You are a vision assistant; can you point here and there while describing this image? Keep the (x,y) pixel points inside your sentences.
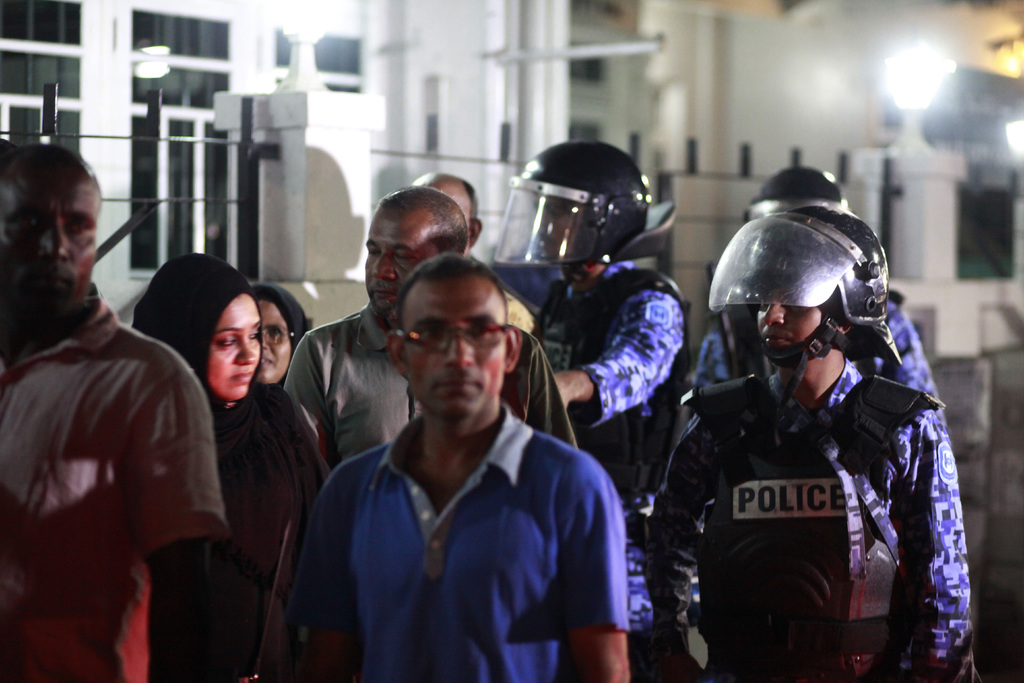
On the left side (199,397), we see two women (247,411) and four men (415,469) are standing. Beside them, we see three men (768,395) in the uniform (899,311) who are wearing the black vests (747,444) and the black helmets (745,279) are standing. In the background (259,229), we see the railing (257,242), lights (903,58) and the building (581,123) in white color. This picture is blurred in the background (680,174).
